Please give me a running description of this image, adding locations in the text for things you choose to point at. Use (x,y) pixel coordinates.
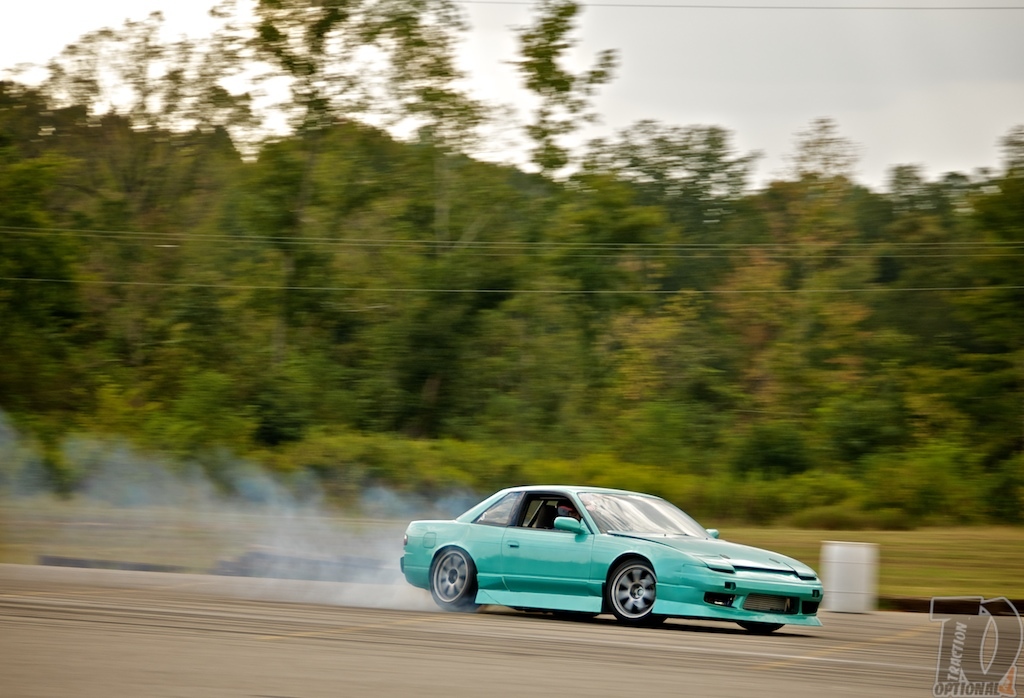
In this image I can see the vehicle (424,521) in green color and I can also see the person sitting in the vehicle (574,496). In the background (481,297) I can see few trees (829,212) in green color and the sky (749,80) is in white color.
